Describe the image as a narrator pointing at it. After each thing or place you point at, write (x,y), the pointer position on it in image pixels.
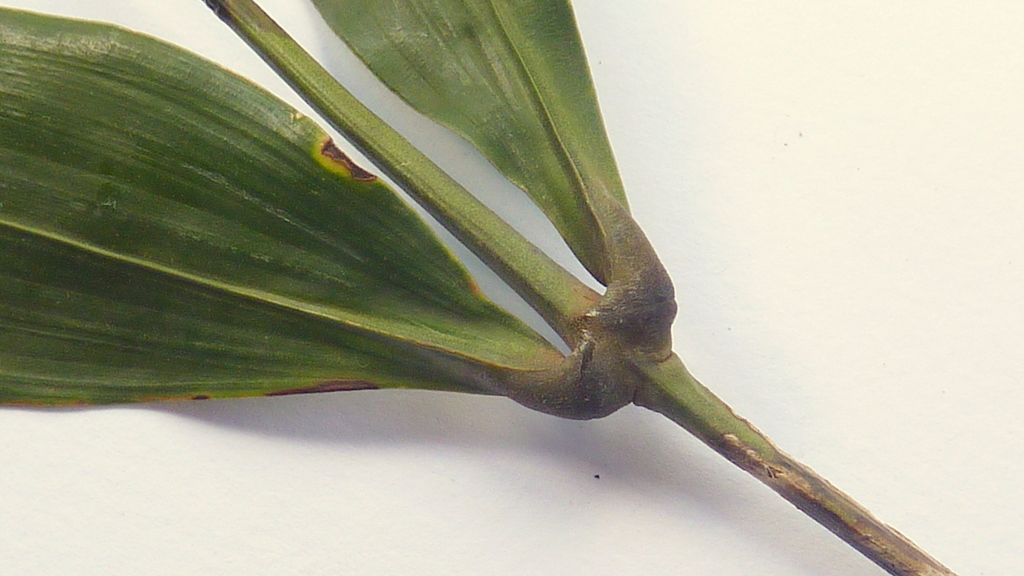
In this image we can see some leaves (305,237) on stem (810,473) placed on the surface (541,478).
